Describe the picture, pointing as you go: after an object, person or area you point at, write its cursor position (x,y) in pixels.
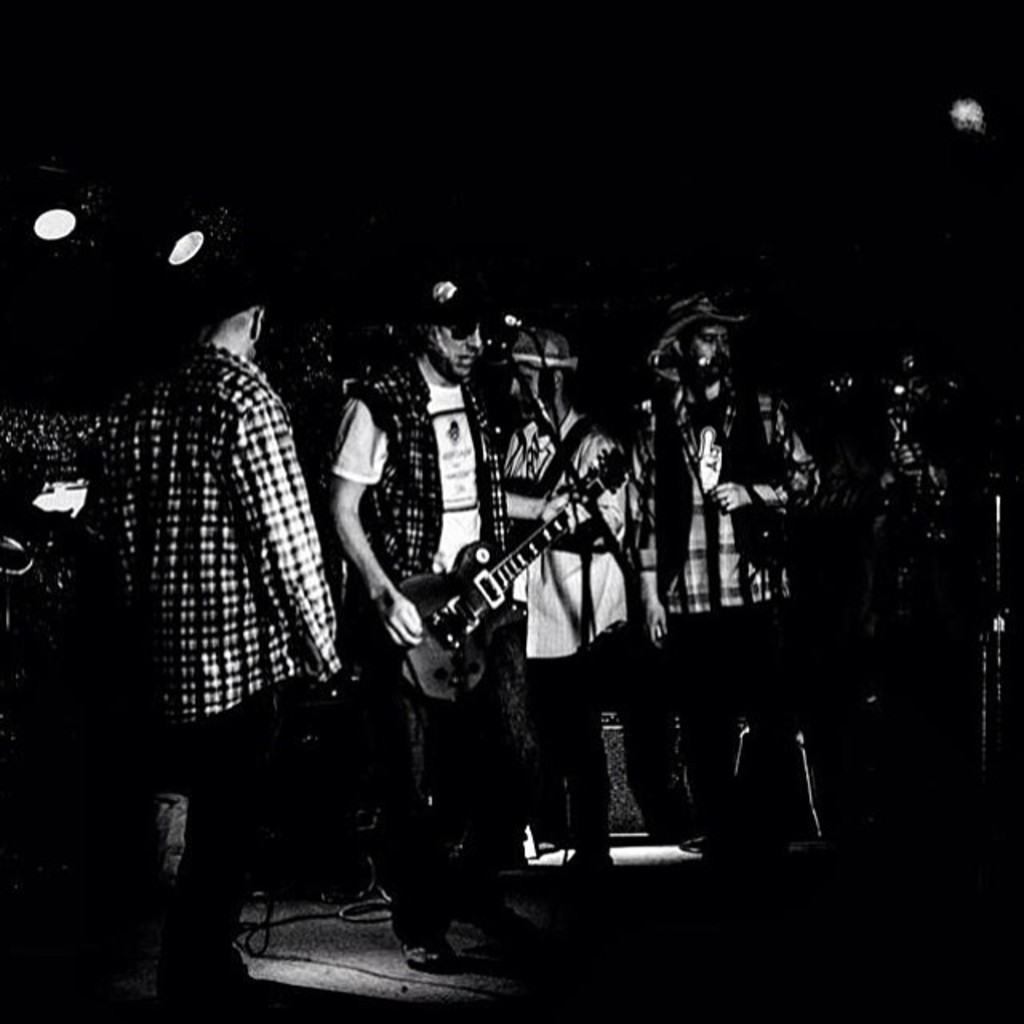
In this image I can see few people (237,741) are standing and one of them is holding a guitar (477,596).
